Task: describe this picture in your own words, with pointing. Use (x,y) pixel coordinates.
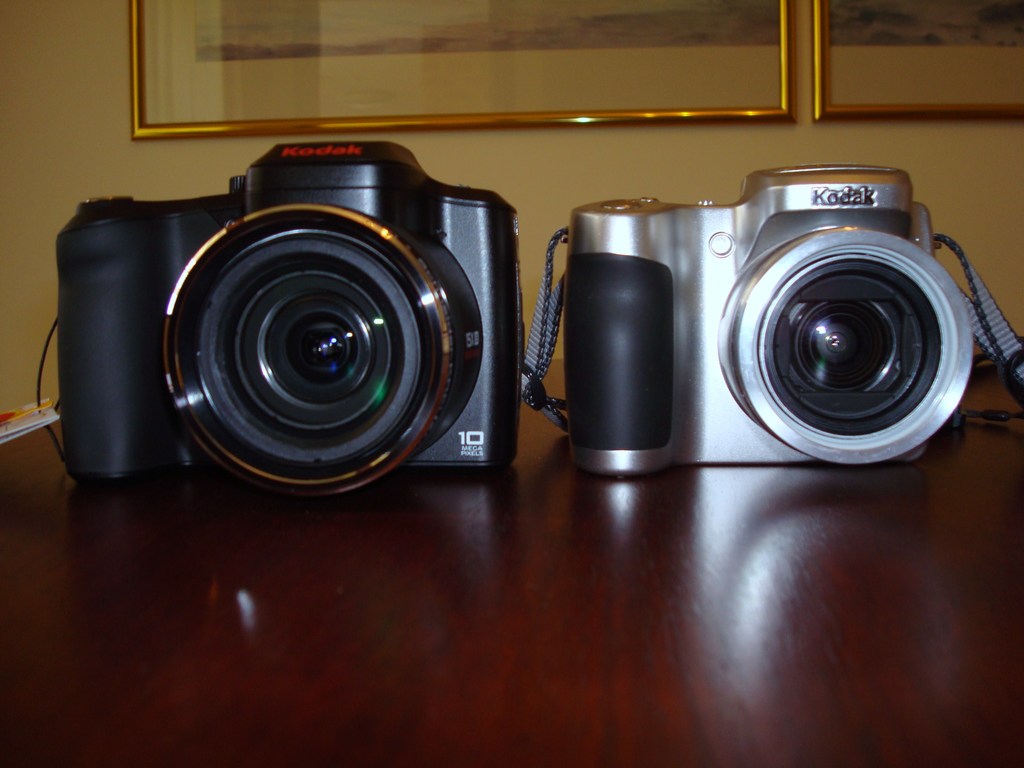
In the image we can see two cameras (331,223) of different color kept on the wooden surface (579,473) and here we can see frames (658,98) stick to the wall (45,98).
